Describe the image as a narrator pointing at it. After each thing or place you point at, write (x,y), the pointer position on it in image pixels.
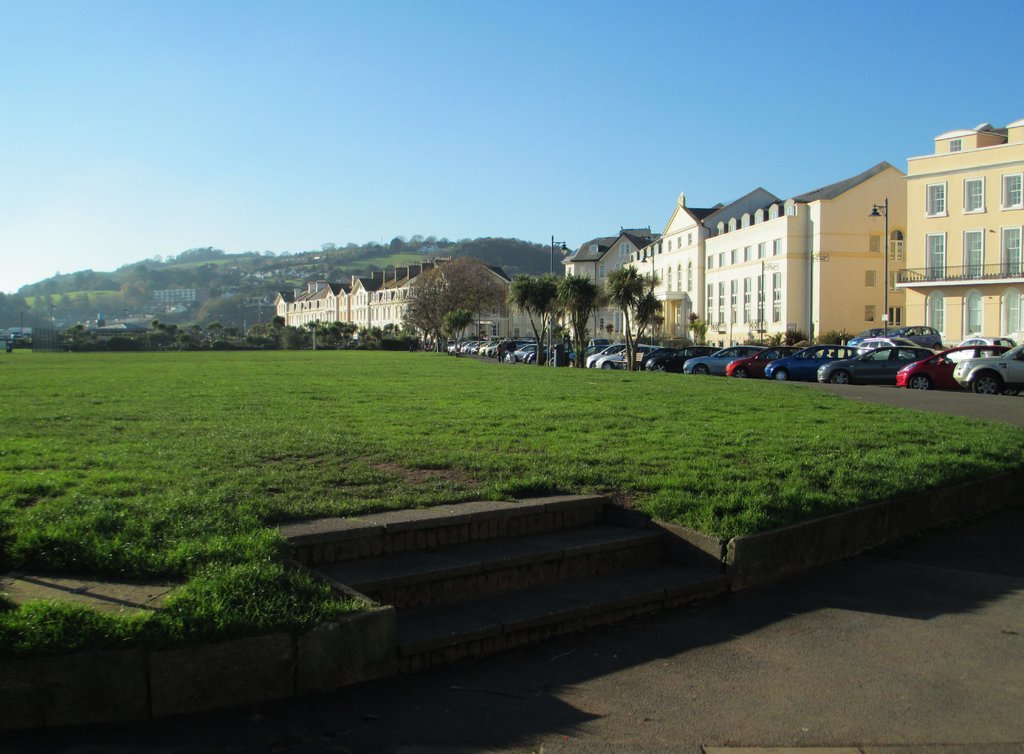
In this picture we can see cars (983,358) on the ground (964,388), grass (743,454), steps (313,528), buildings (388,293) with windows (742,287) and in the background (243,139) we can see the sky (447,164).
